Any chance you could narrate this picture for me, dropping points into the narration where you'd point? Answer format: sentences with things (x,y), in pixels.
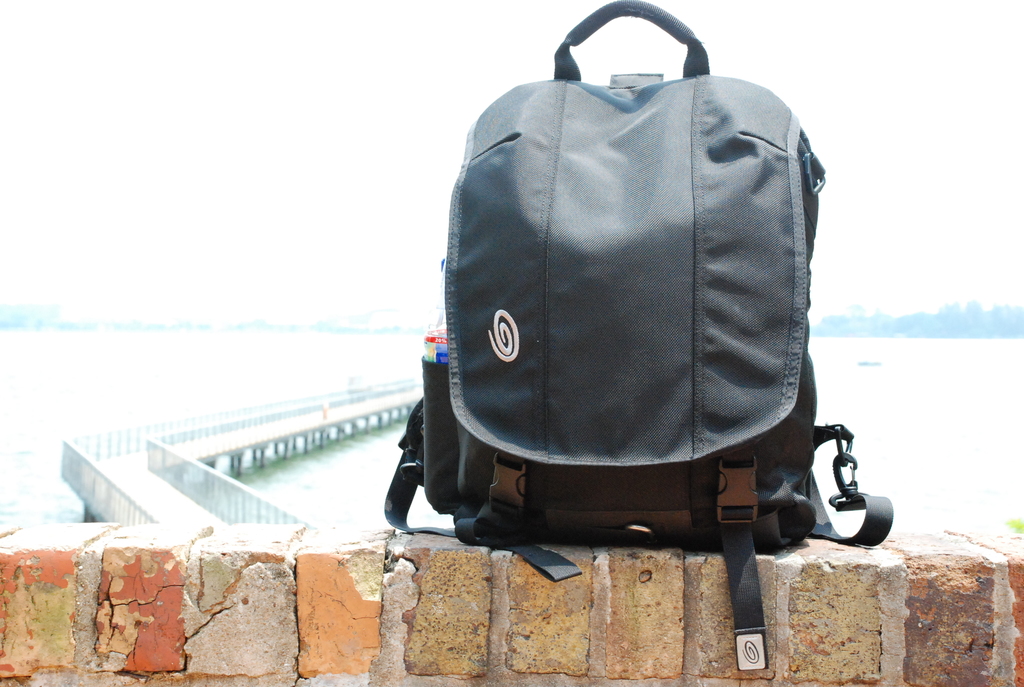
In this picture there is a black color bag (610,320). The bag (602,354) is on a wall (588,602). Background of the wall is a bridge (157,433), water (143,371) and sky (220,154).
